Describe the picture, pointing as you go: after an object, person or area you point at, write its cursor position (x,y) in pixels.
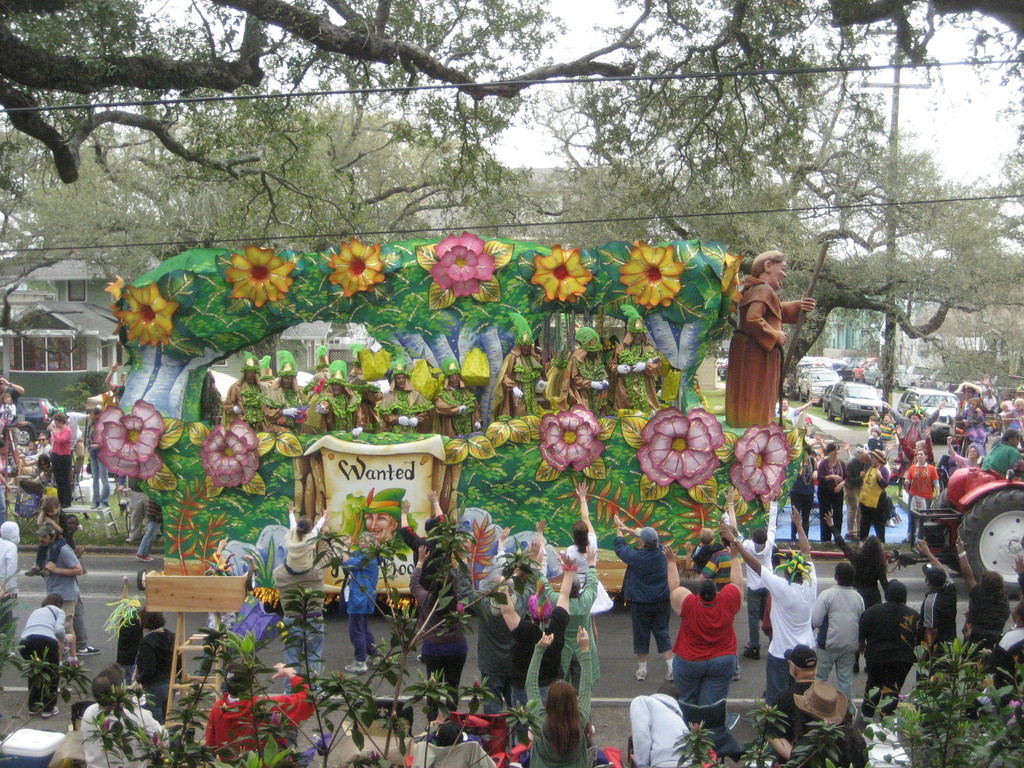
This image consists group of people (581,675) standing on the road (754,664) and looking at the vehicle (515,539) which has been decorated with flowers (112,435) statues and leaves (201,501). Behind they are cars (864,393), houses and trees (799,354).
